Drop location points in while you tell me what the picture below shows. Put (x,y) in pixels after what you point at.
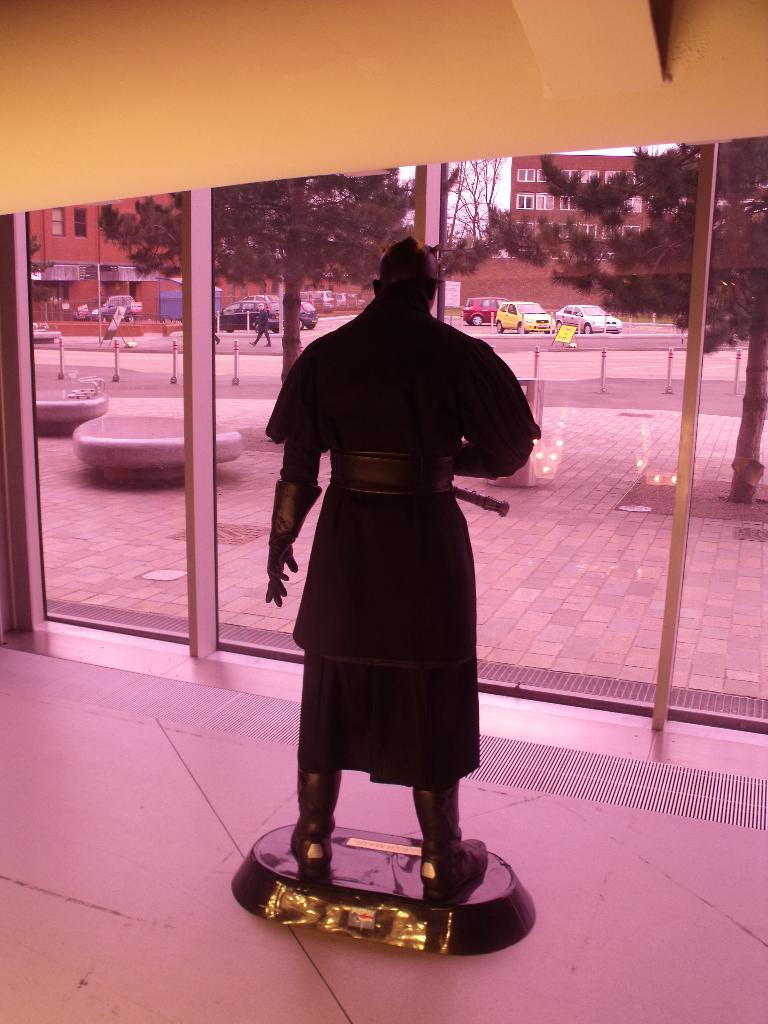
In front of the image there is a statue (364,749) of a person (304,764). In front of the statue (309,841) there are glass walls (189,395). Behind the glass walls (181,421) on the footpath (160,396) there are poles (62,369), stone benches (83,408) and trees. In the background (564,312) on the road (227,337) there are vehicles (118,306) and also there are few buildings (51,238).
